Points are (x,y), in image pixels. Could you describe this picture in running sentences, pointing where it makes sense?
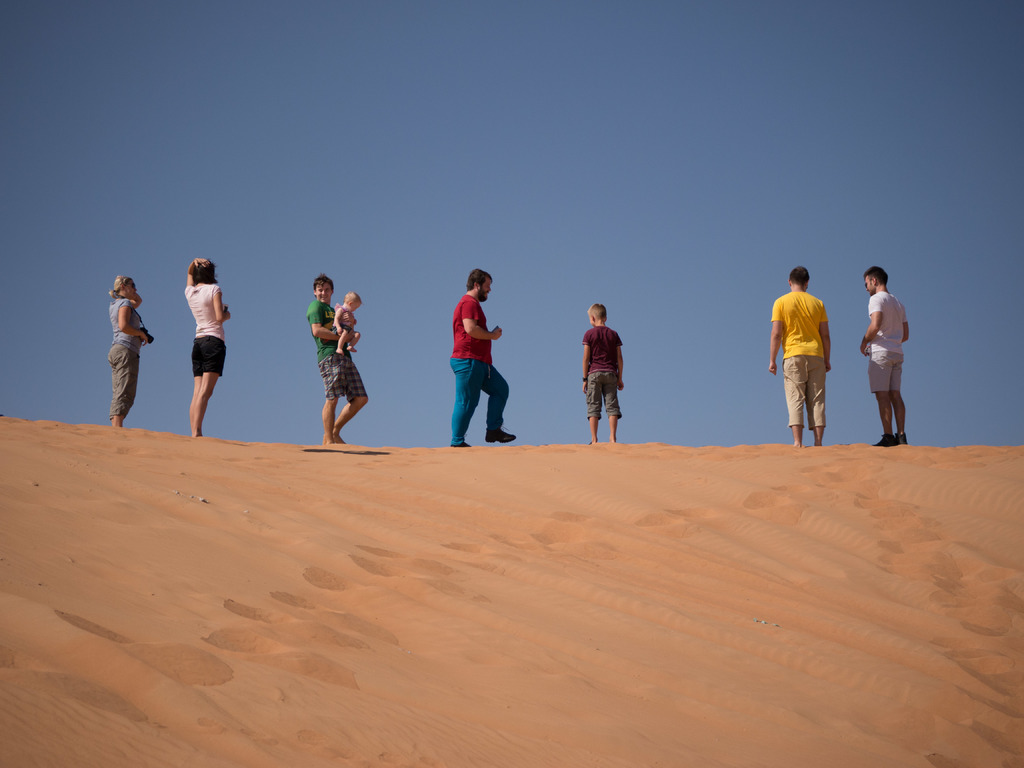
In this picture I can see many people (901,363) who are standing on the sand (785,462). At the top (489,162) I can see the sky (527,88).
